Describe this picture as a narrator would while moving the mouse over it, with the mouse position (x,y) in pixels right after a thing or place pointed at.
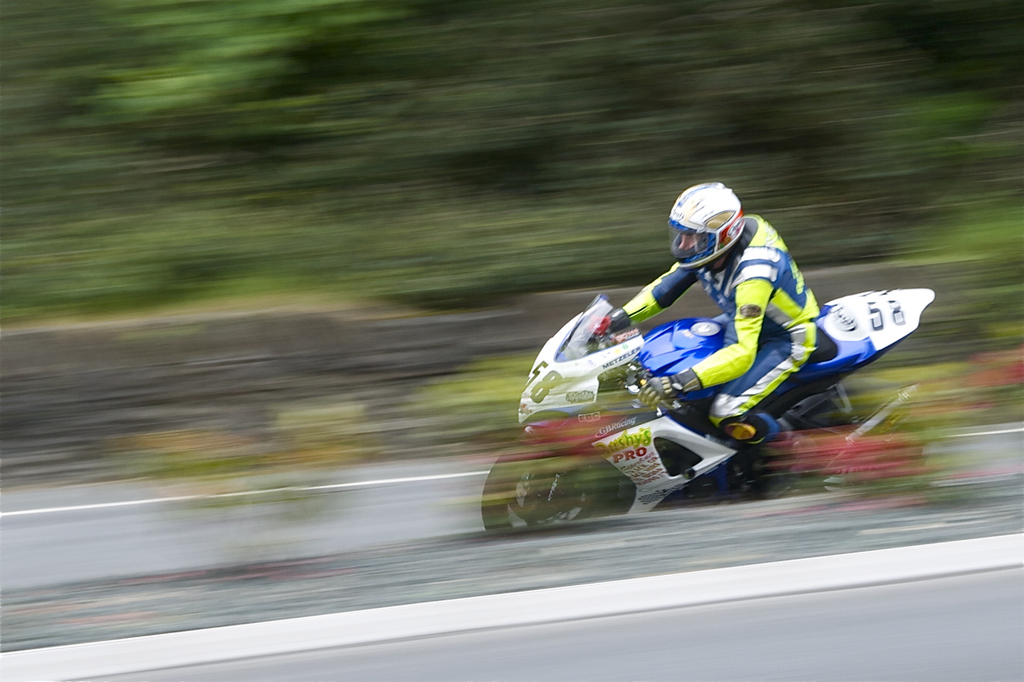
In this image I can see a person (724,361) wearing green and blue colored dress (749,276) and white color helmet (730,231) is riding a motor bike (677,341) which is white, blue and black in color. I can see the blurry background (480,119) which is green in color.
